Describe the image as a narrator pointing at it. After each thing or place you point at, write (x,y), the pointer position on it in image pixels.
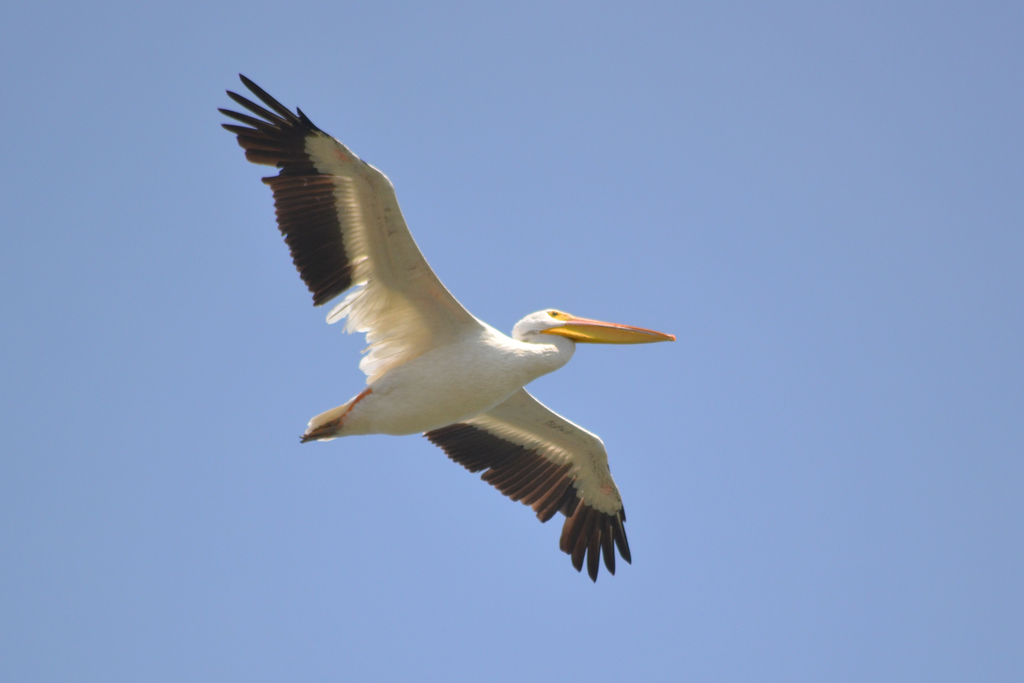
In this picture we can see a bird (426,303) is flying in the sky (343,349).
